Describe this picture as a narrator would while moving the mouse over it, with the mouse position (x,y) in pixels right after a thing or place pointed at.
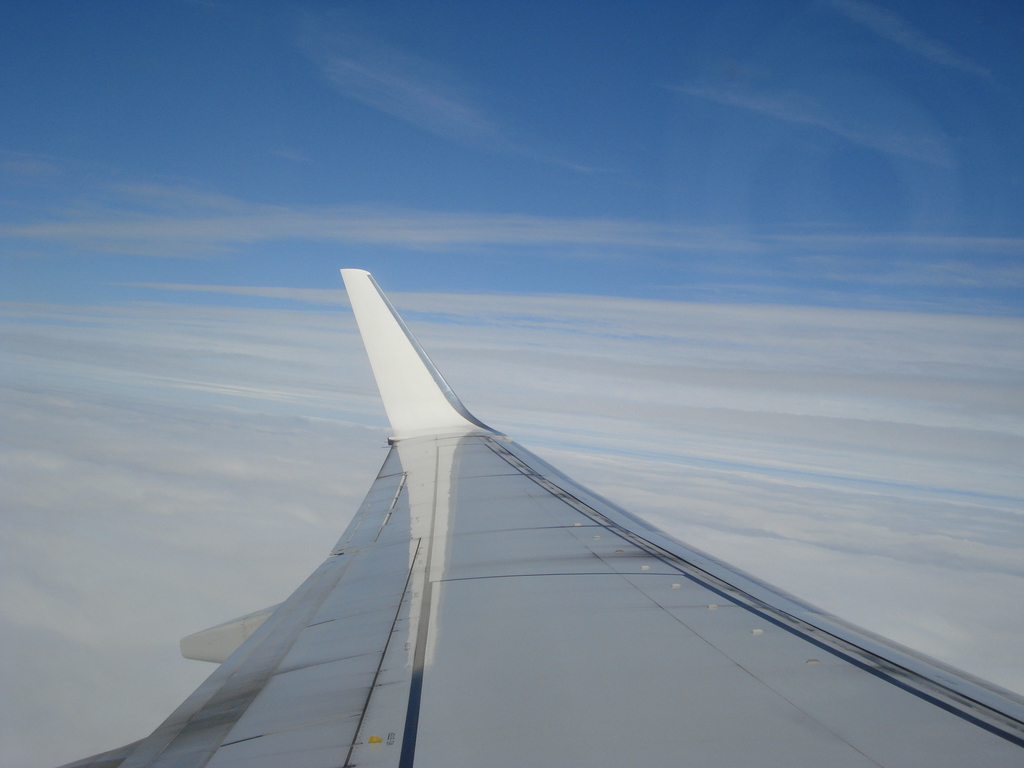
In this image, we can see a wing (428,506) of an aeroplane (424,488) in the sky (451,308).
